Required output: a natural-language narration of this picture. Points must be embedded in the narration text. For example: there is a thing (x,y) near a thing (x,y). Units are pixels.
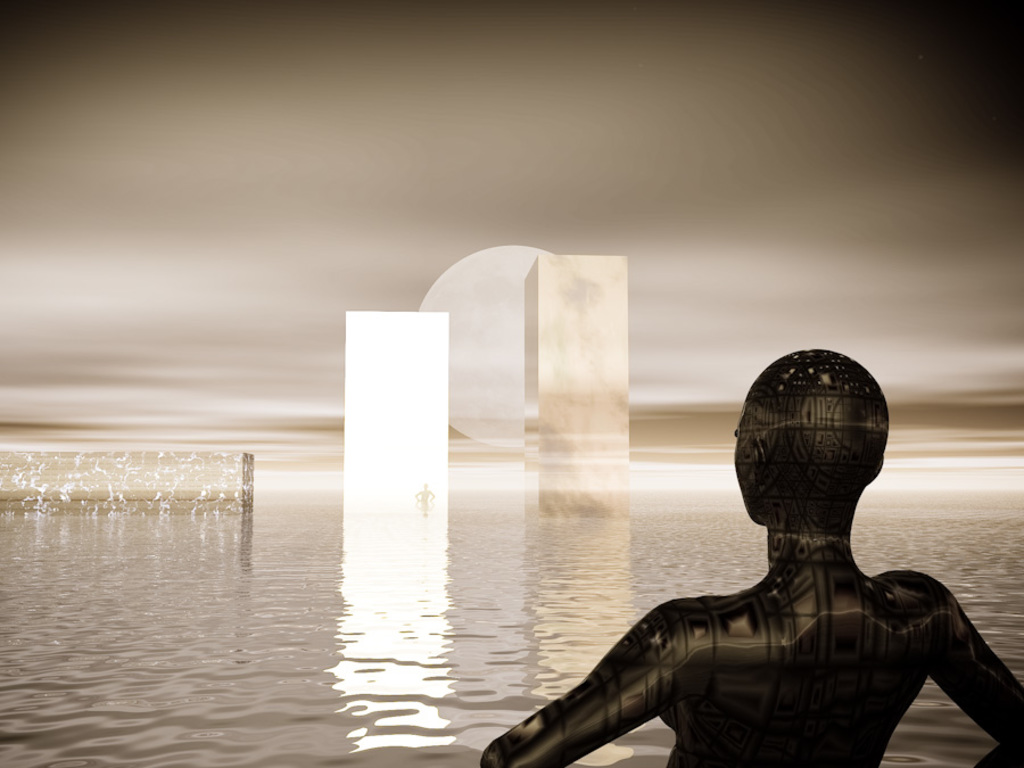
This is an animated image of a person (739,666), structures (417,472) and water (329,538). At the top of the image (392,138), it looks like the sky (440,77).
